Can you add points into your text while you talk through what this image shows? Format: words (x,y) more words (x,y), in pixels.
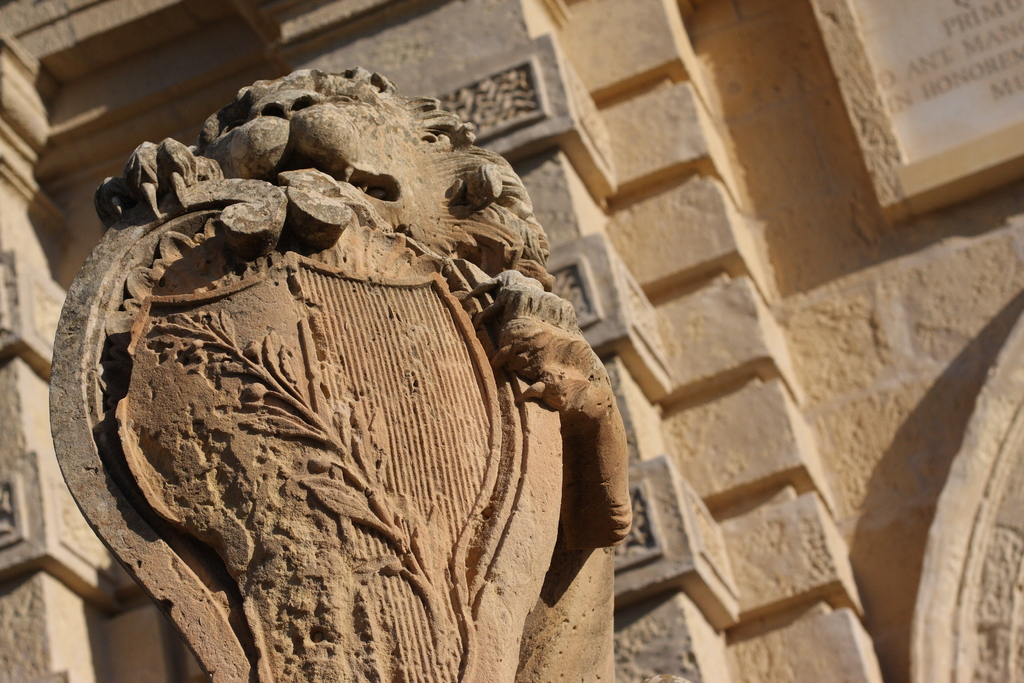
In this image I can see the statue (293,348) of an animal (324,242). In the background (842,268) I can see the board (945,52) to the wall (812,129).
